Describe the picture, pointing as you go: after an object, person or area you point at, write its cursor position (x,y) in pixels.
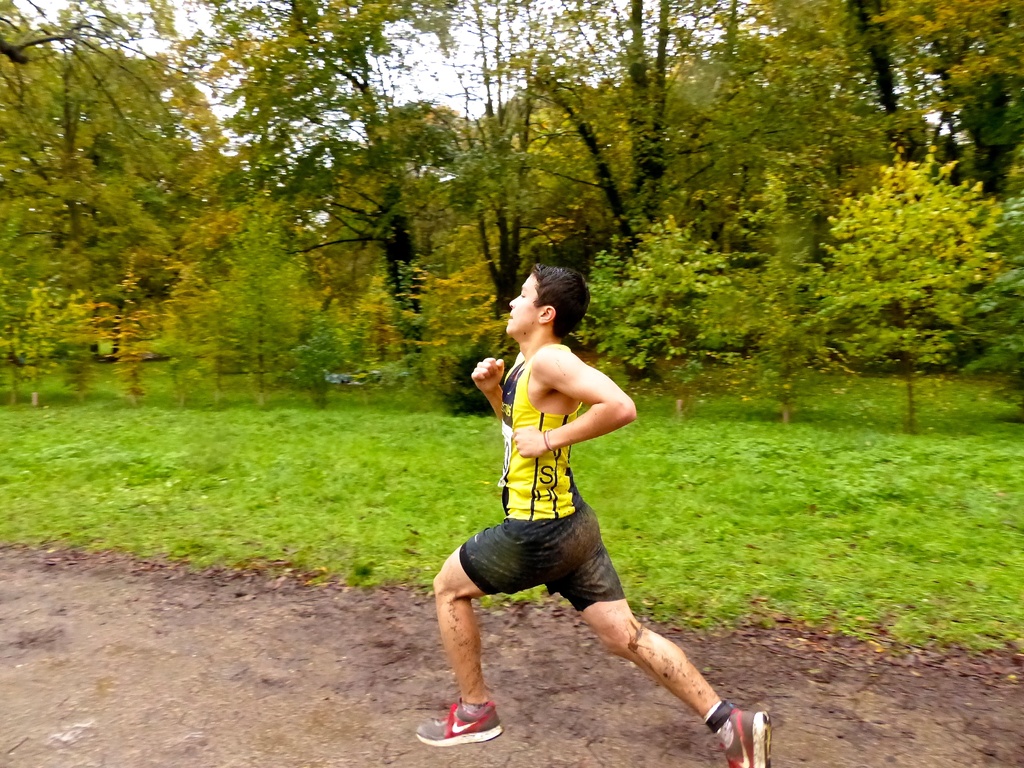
In this image we can see a person (557,459) wearing dress (554,544) is running on the ground (578,705). In the background (958,298), we can see a group of trees (599,245) and the sky (462,101).
